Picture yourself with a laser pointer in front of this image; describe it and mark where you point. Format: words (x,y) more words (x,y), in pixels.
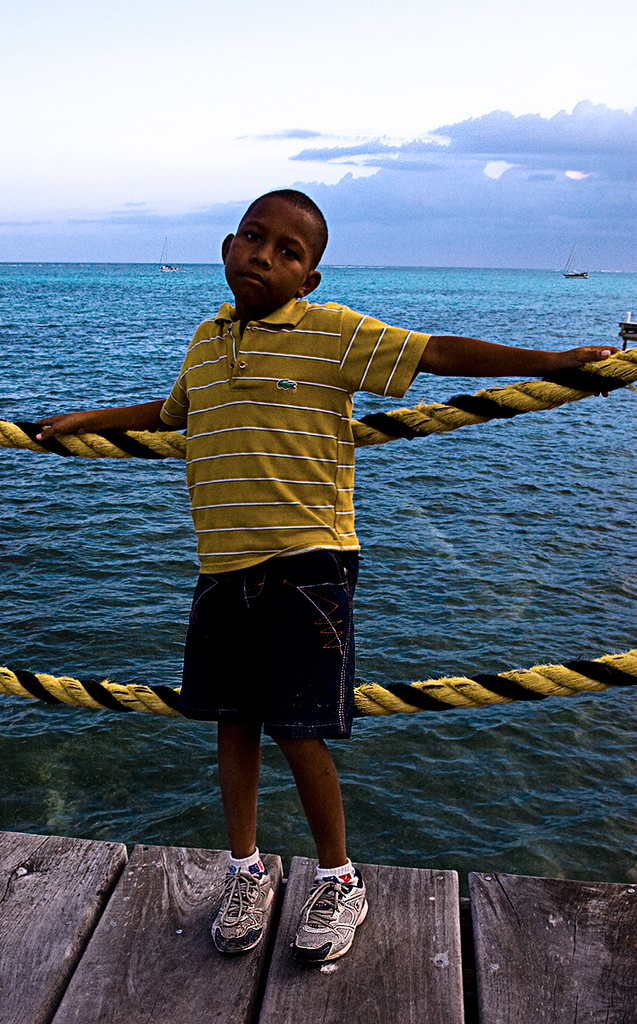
This is an outside view. Here I can see a boy (223,449) wearing t-shirt (234,431), short (268,602), shoes (230,915), standing on a wooden plank (230,987) by holding a rope (449,408) which is at the back of him and he is looking at the picture. In the background (125,345) there is an ocean (112,341) and also I can see two boats (578,276) on the water (89,309). At the top of the image (181,125) I can see the sky (370,64) and clouds (479,200).
